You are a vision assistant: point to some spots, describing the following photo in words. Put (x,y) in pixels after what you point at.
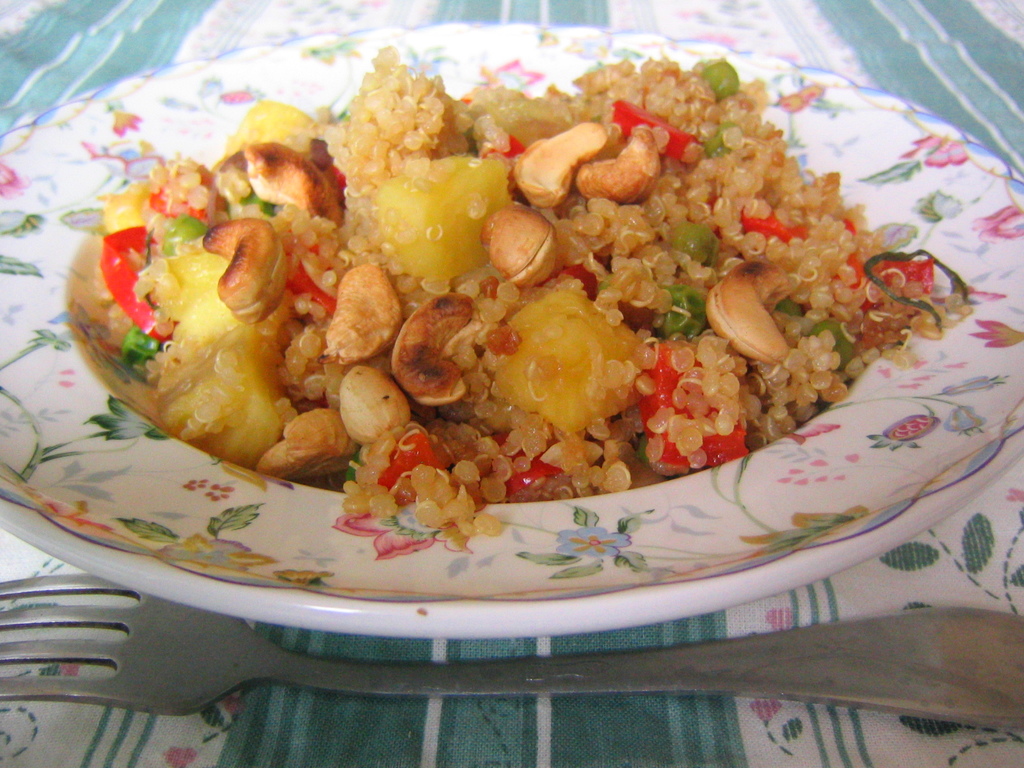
In this picture I can see a food item (710,413), on the plate (784,98) and there is a fork (967,689), on the cloth (945,556).
